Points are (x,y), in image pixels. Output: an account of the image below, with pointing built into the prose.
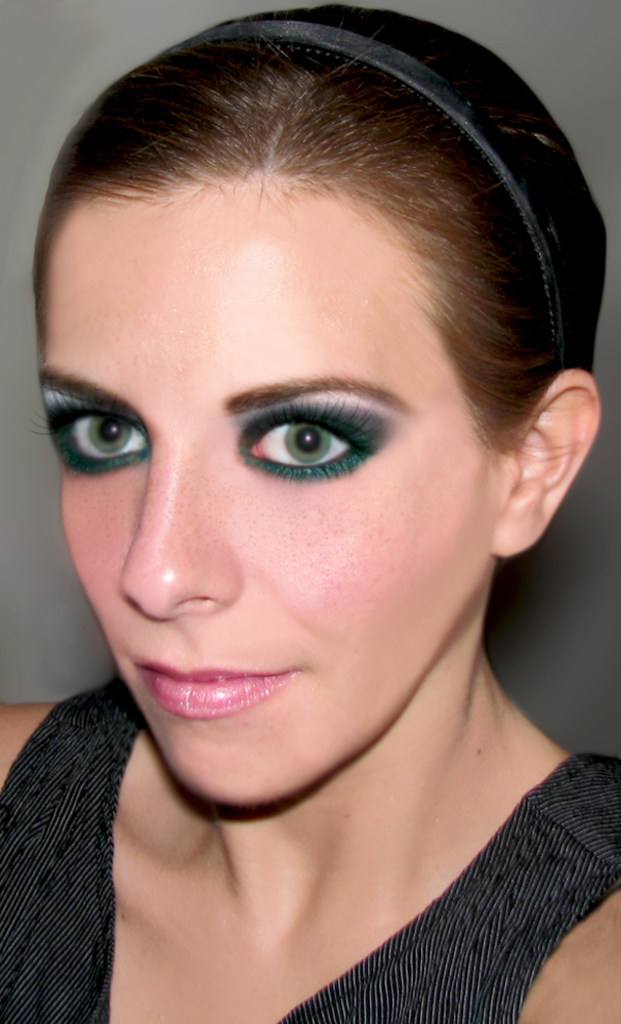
In this image there is a women (236,658) in the center (208,551) wearing black colour dress (109,881) and black colour hair band (247,32).
